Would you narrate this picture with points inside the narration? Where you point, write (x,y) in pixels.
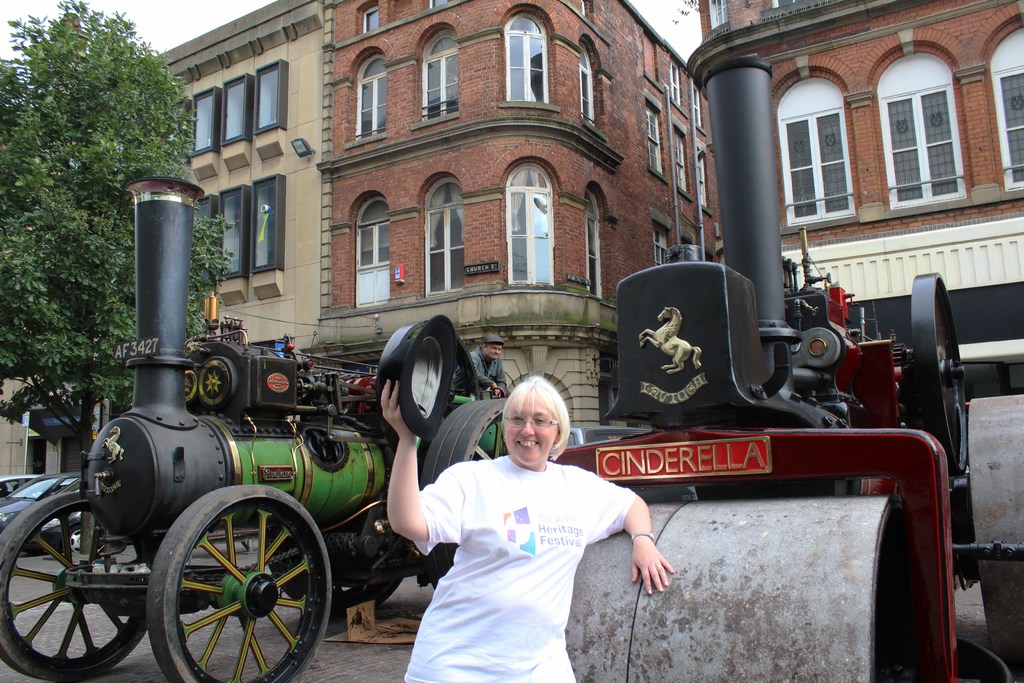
In this picture there is a woman (480,469) with white t-shirt (483,466) is standing and smiling and she is holding the hat (435,372). At the back (481,395) there are trains (357,434) and there is a person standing on the train (181,264). At the back (480,236) there are buildings (919,168). On the left side of the image (19,240) there are vehicles (8,516) and there is a tree (89,421). At the top (165,20) there is sky (186,13). At the bottom (413,648) there is a road (313,671).
